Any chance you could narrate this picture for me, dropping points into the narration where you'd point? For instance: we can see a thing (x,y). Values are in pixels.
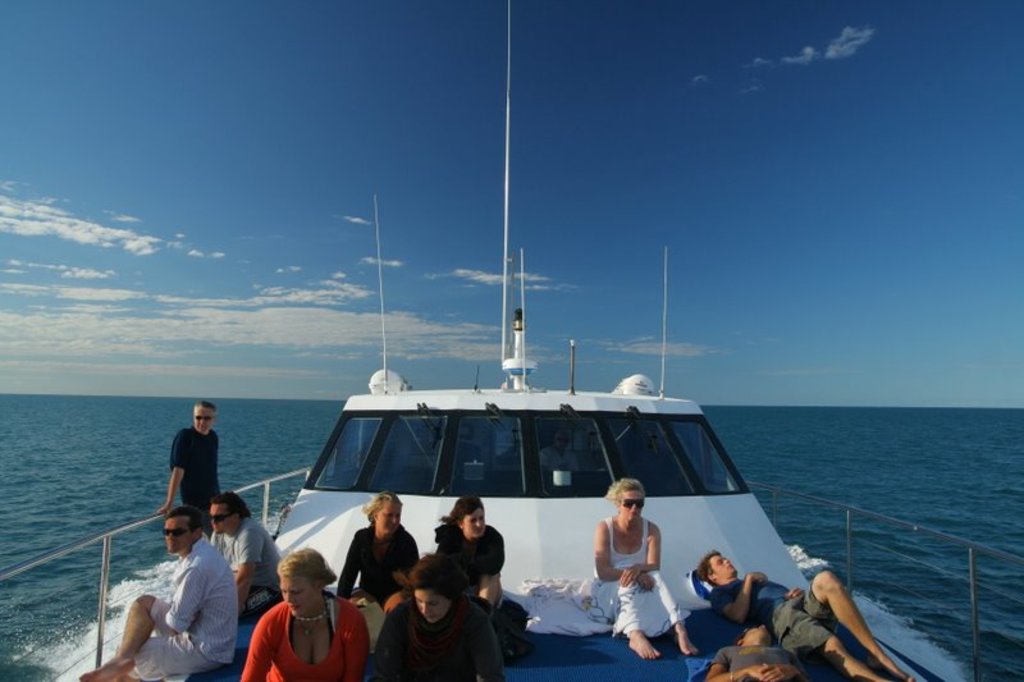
This image is clicked in an ocean (65,514). In the front (426,527), there is a ship (436,495) in white color on which there are many people (161,618). To the left (25,497) and right, there is water (88,421). At the top (300,168), there are clouds (164,312) in the sky (123,203).
